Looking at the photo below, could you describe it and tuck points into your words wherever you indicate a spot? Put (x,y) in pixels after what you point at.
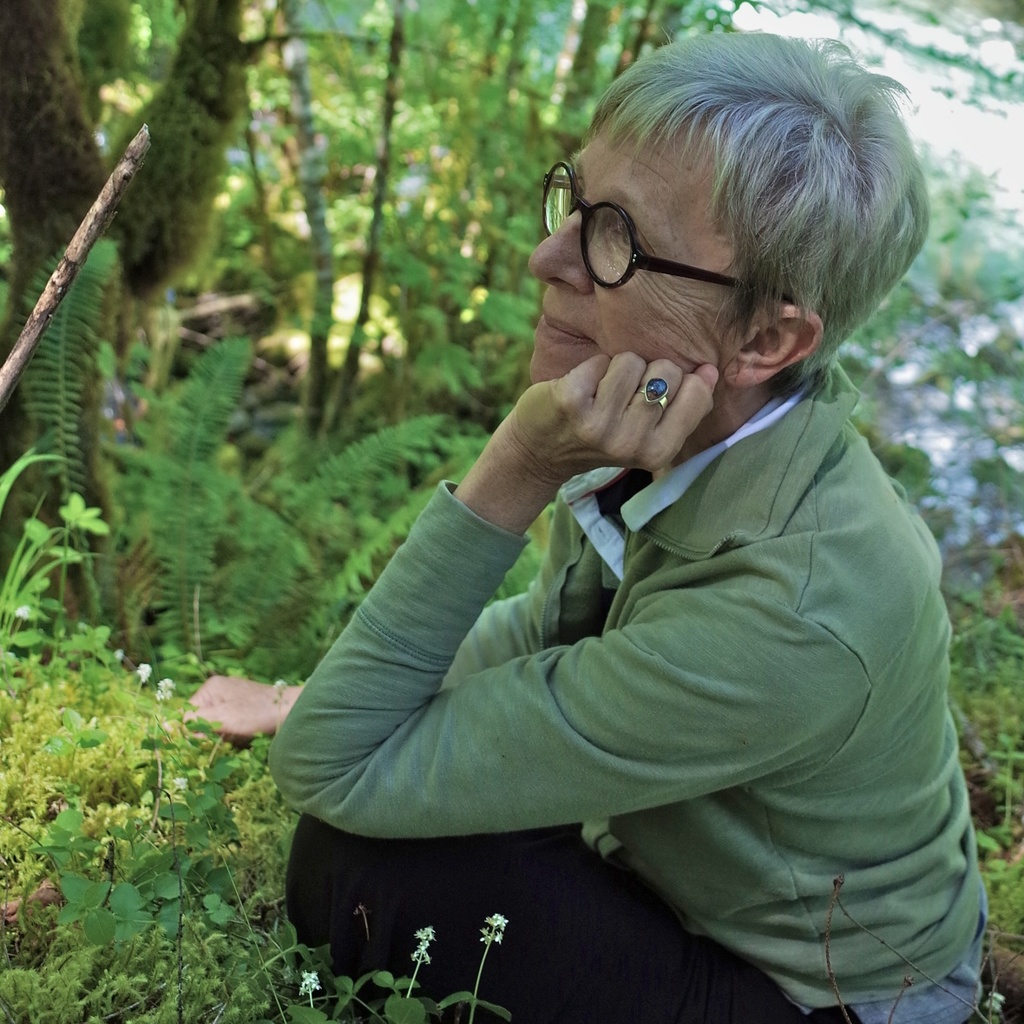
In this image there is a person (499,618) sitting on the surface (45,830) of the grass (41,843). In the background (503,229) there are trees (458,276).
